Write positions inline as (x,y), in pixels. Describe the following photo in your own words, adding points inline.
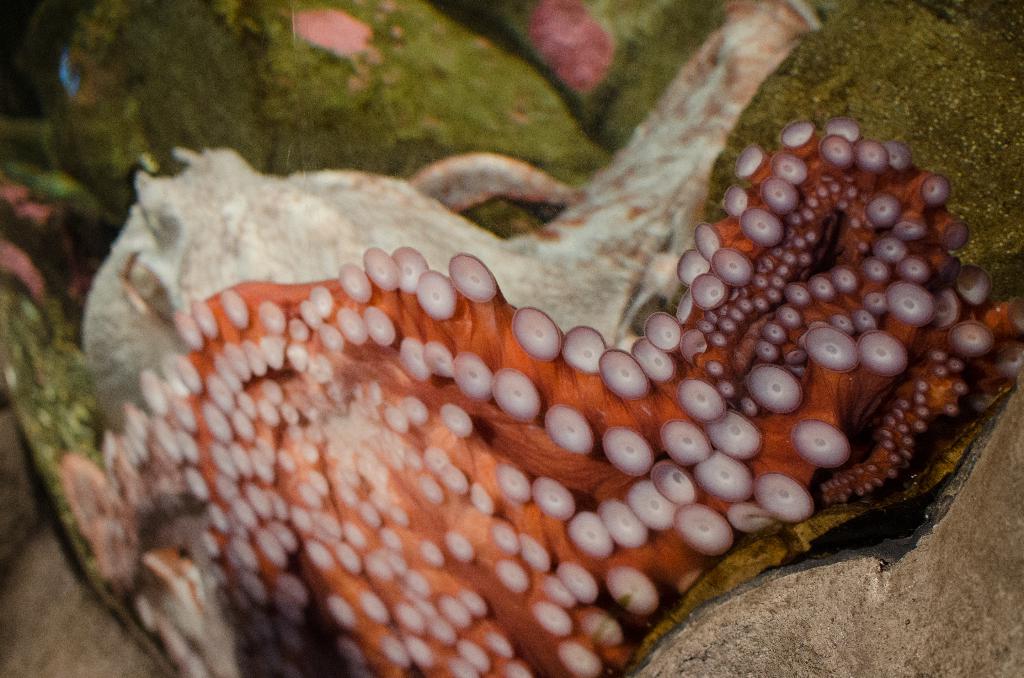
Here in this picture we can see an octopus (633,349) present over a place (853,555).
